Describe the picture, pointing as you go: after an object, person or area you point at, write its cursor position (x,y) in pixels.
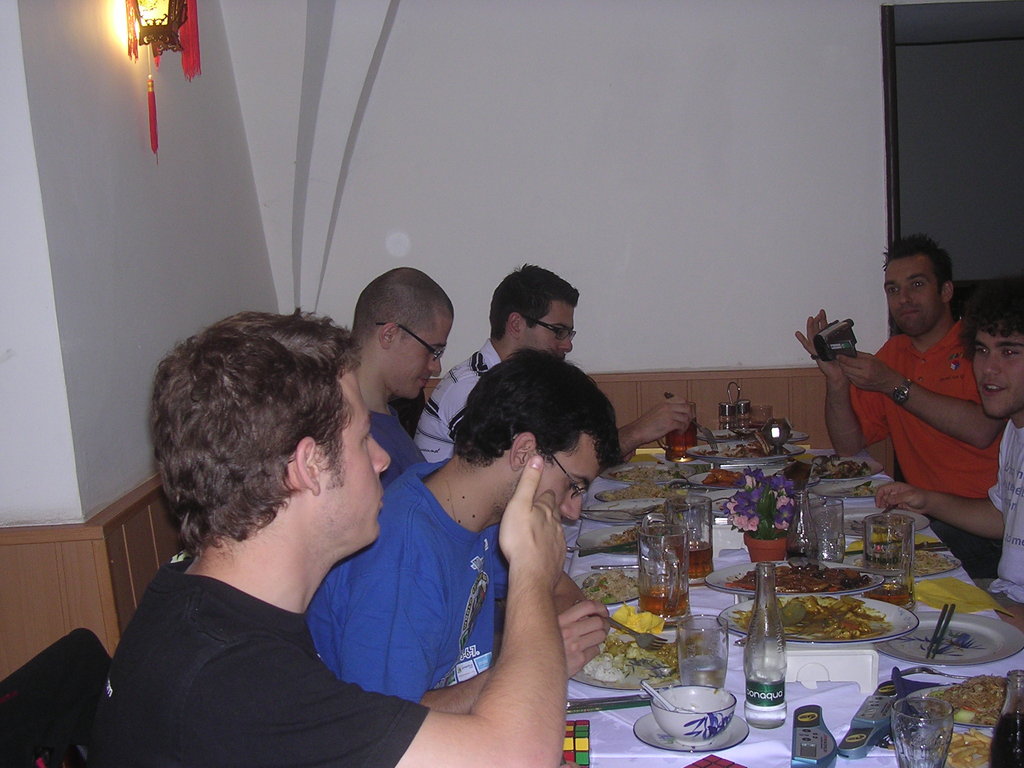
In this picture we can see a group of men (482,499) sitting on chairs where one is holding camera (850,336) in his hand (825,368) and in front of them on table (800,589) we have plate (893,619) with food items (594,668), glasses (703,560) with drinks (696,570) in it, bottles (757,703), bowl (674,722), Rubik's cubes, stand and in the background (614,167) we can see wall (449,169), light (200,61).
